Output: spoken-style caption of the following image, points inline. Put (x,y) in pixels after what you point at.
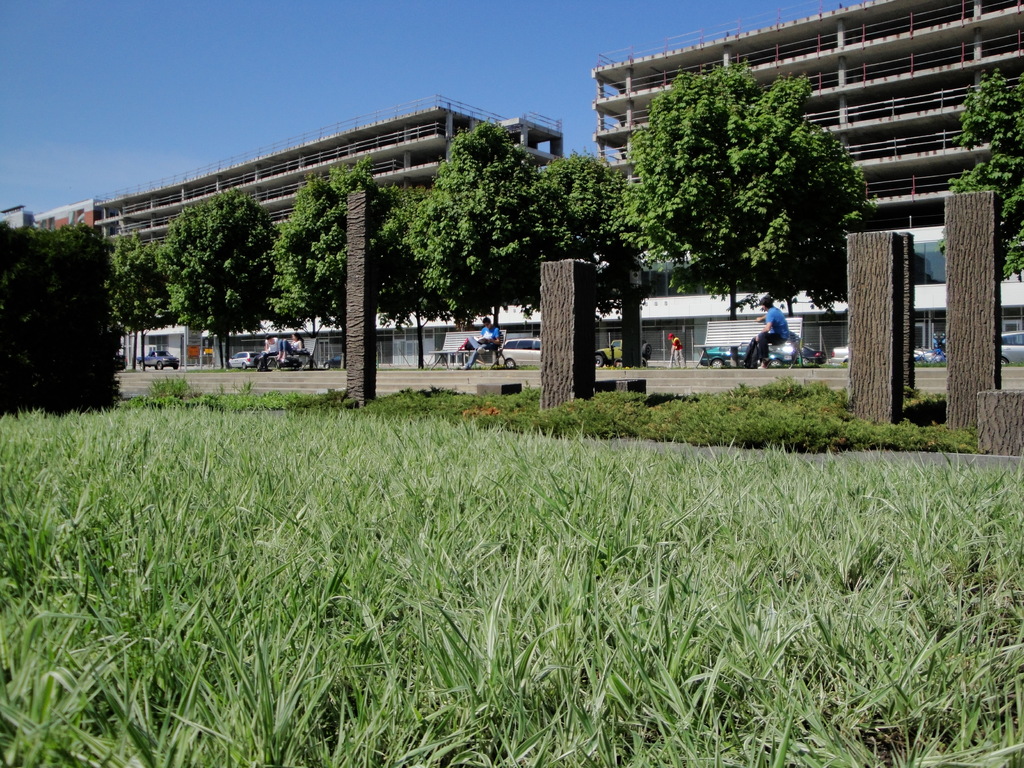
This picture is clicked outside. In the foreground (545,575) we can see the green grass (578,516) and pillars (948,350) and we can see the trees (146,285). In the background (127,206) we can see the buildings (219,163), sky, vehicles (1014,354) and group of persons (276,351).
